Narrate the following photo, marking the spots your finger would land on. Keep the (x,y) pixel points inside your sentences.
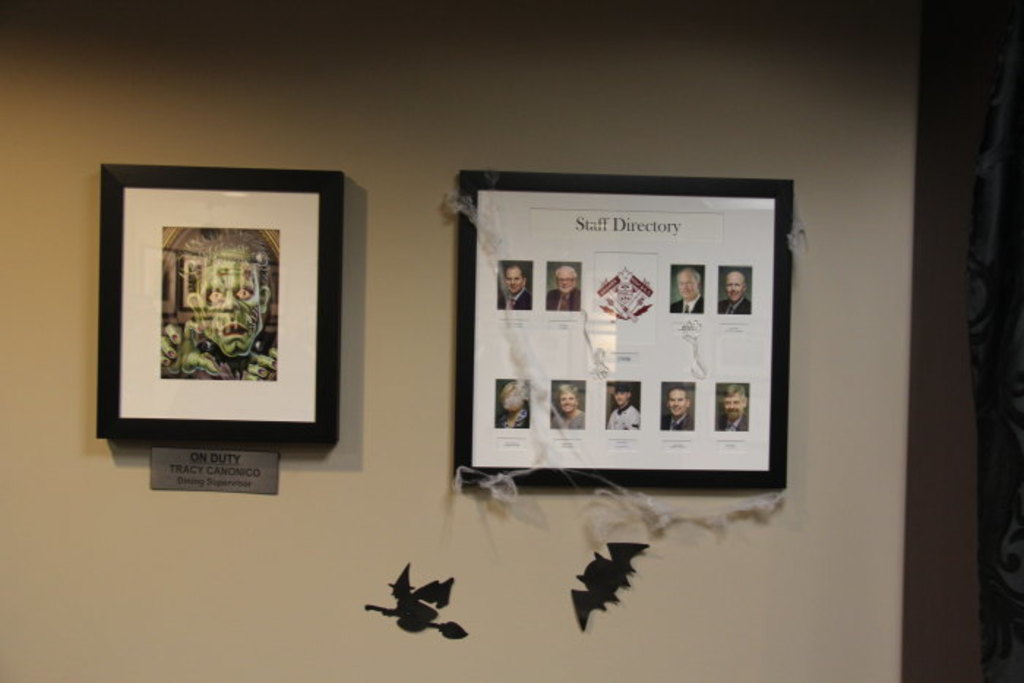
In the image there is a wall (62,63) with two frames (252,319). On the right side of the frame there are images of the people (614,417). Below the another frame (221,438) there is a nameplate (231,484). And there are black color stickers (600,574) to the wall (540,621).
